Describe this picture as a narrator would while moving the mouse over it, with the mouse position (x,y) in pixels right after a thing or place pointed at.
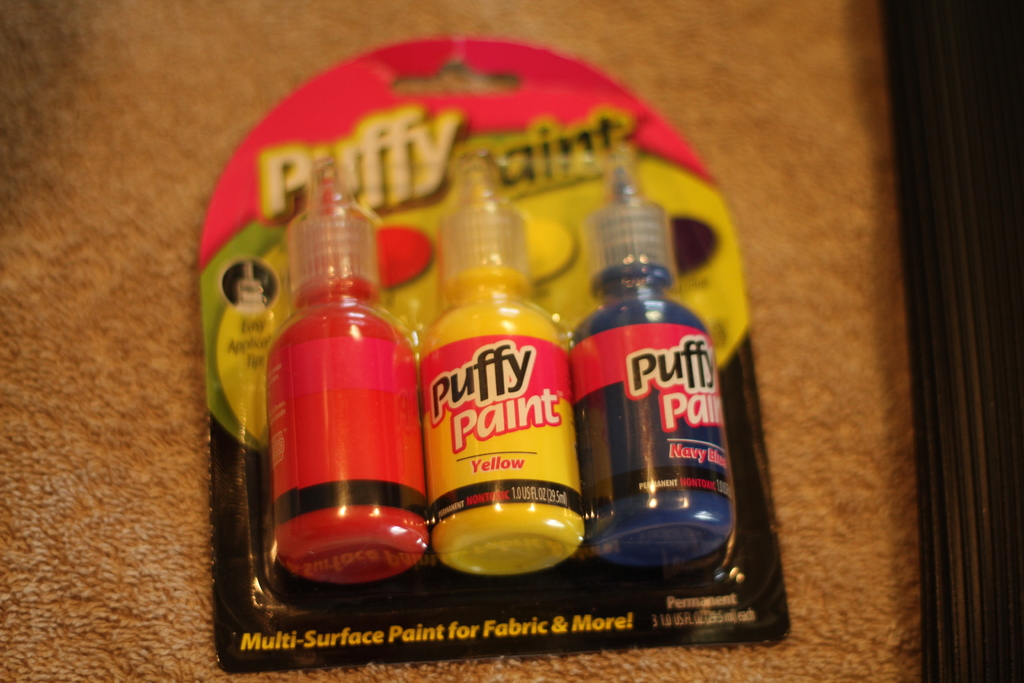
In this image, in the middle (651,234) there are three Puffy paints bottles (592,503) one is in blue color and one is in yellow color and one is in red color in the background (758,135) there is a brown color carpet (666,79).
